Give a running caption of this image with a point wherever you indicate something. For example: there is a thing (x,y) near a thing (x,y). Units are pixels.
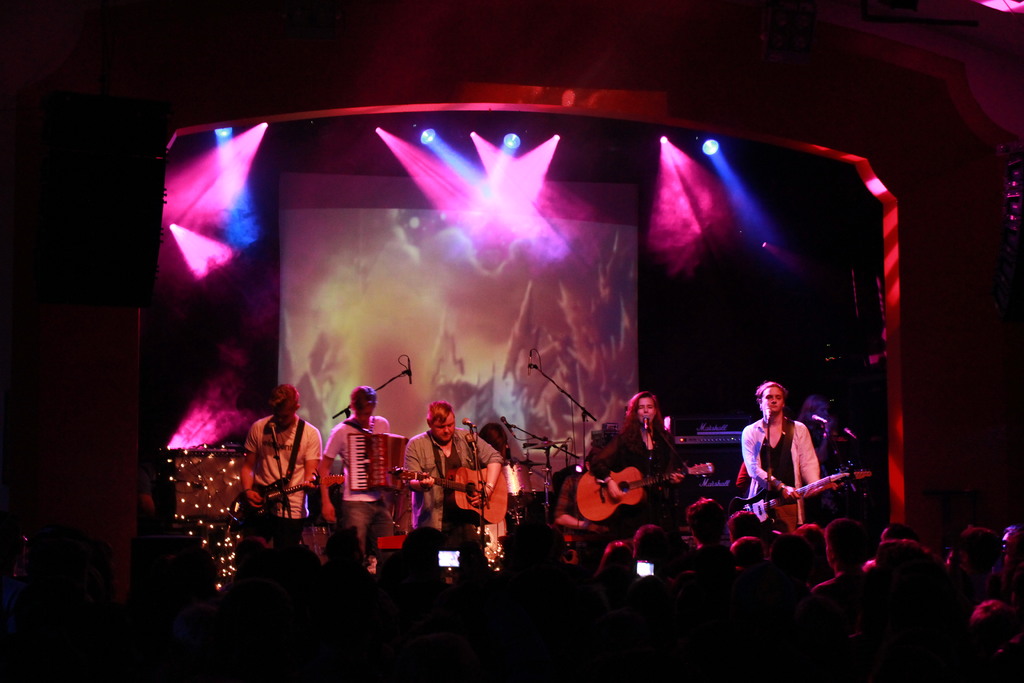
In the foreground (374,489), I can see a crowd (591,568) and a group of people (367,410) are playing musical instruments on the stage (545,485). In the background (662,327), I can see a screen (591,326), focus lights (689,193) and a dark color. This image is taken, maybe during night.
